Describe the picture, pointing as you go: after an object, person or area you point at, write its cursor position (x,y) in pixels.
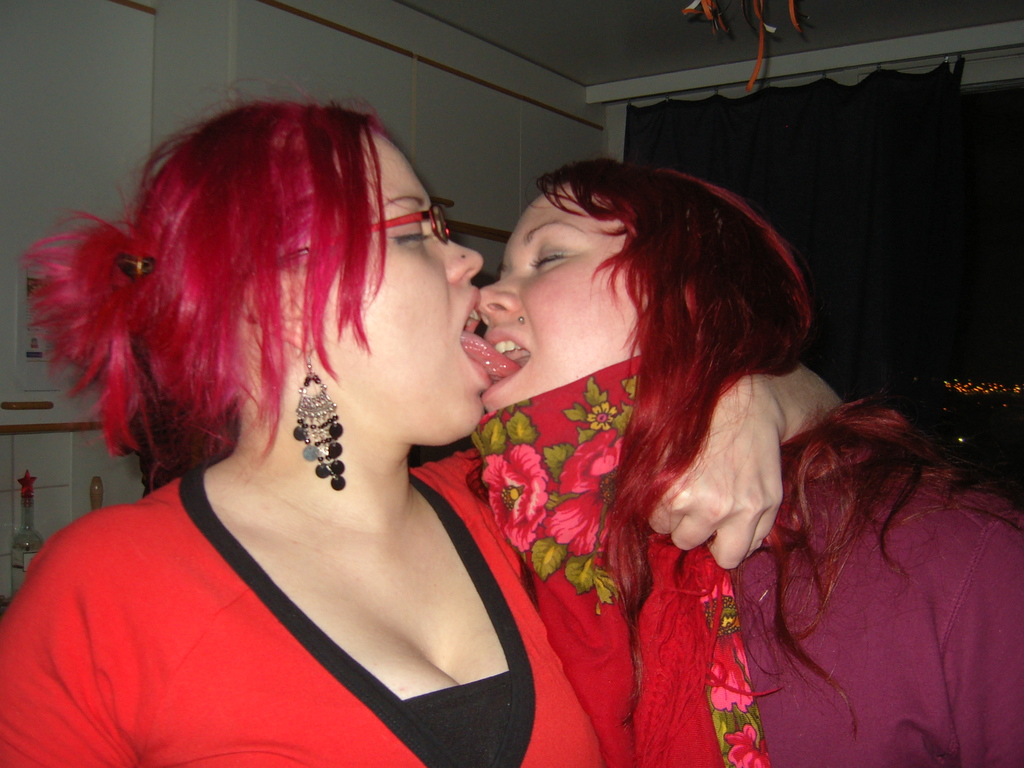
This is an inside view. Here I can see two women (201,506) wearing jackets (771,644). In the background (272,47) there is a wall (379,49) and also there is a curtain (827,135). On the left side (24,475) there are few objects (24,489).
